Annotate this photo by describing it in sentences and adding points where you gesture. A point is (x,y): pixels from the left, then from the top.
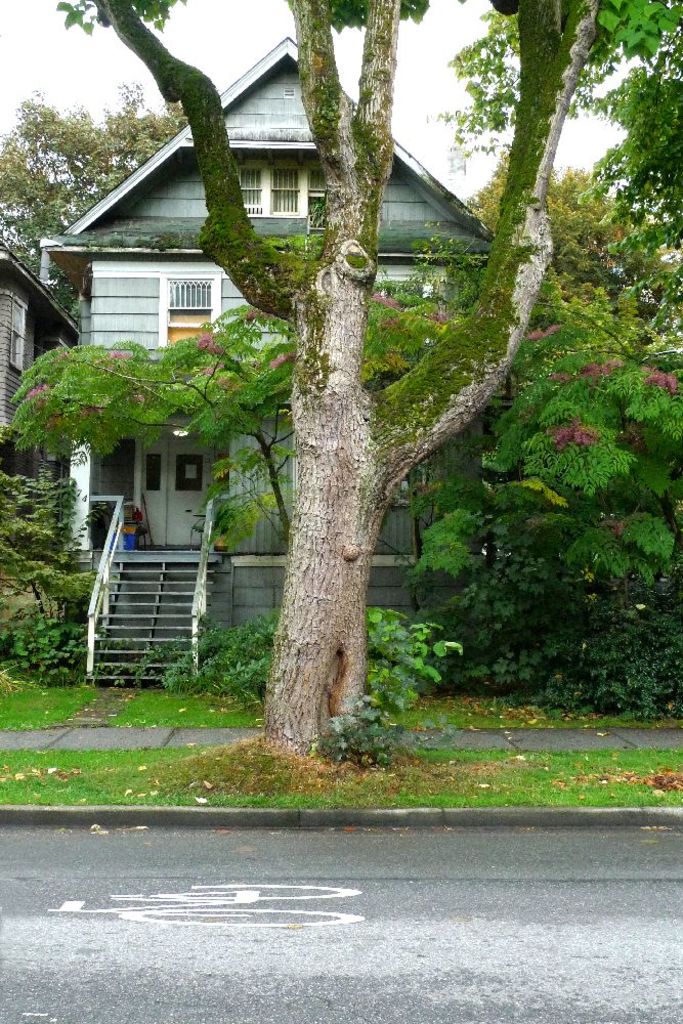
In the image we can see house (173,487), stairs (194,607). Here we can see grass (534,775), plant (641,459), trees (493,177) and a road (229,1020).
